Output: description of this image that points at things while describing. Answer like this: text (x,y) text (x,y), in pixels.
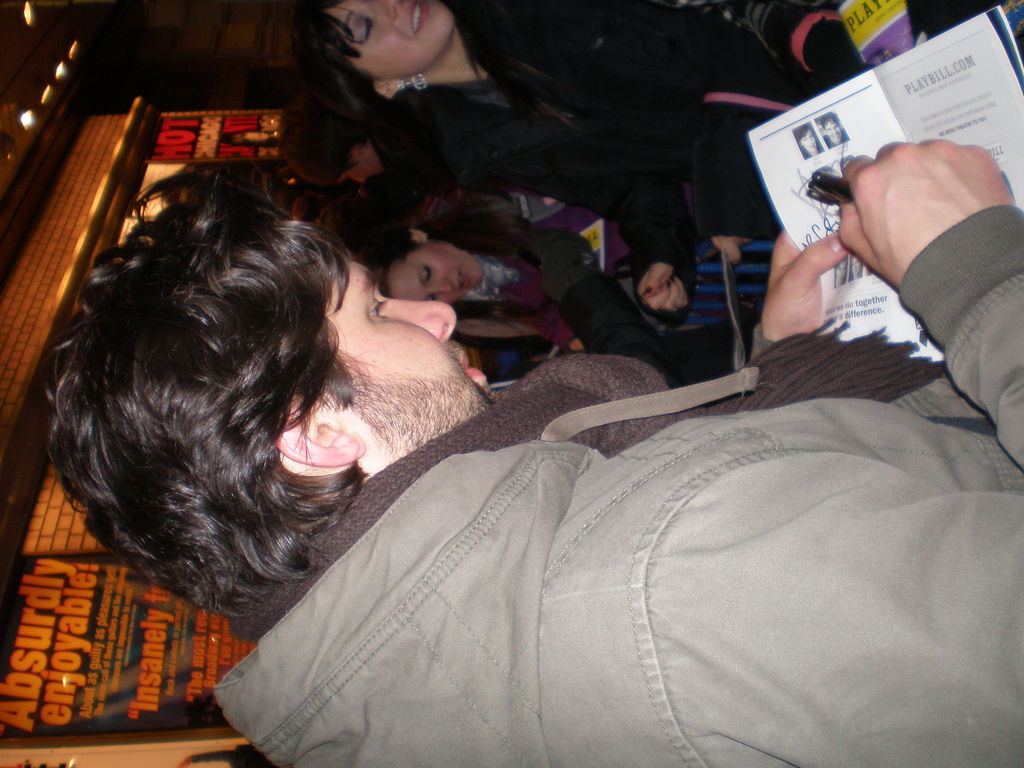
In this picture we can see a man (372,492) holding a book (817,207) with his hand (853,168), posters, some people (538,282), lights (27,114) and some objects (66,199).
